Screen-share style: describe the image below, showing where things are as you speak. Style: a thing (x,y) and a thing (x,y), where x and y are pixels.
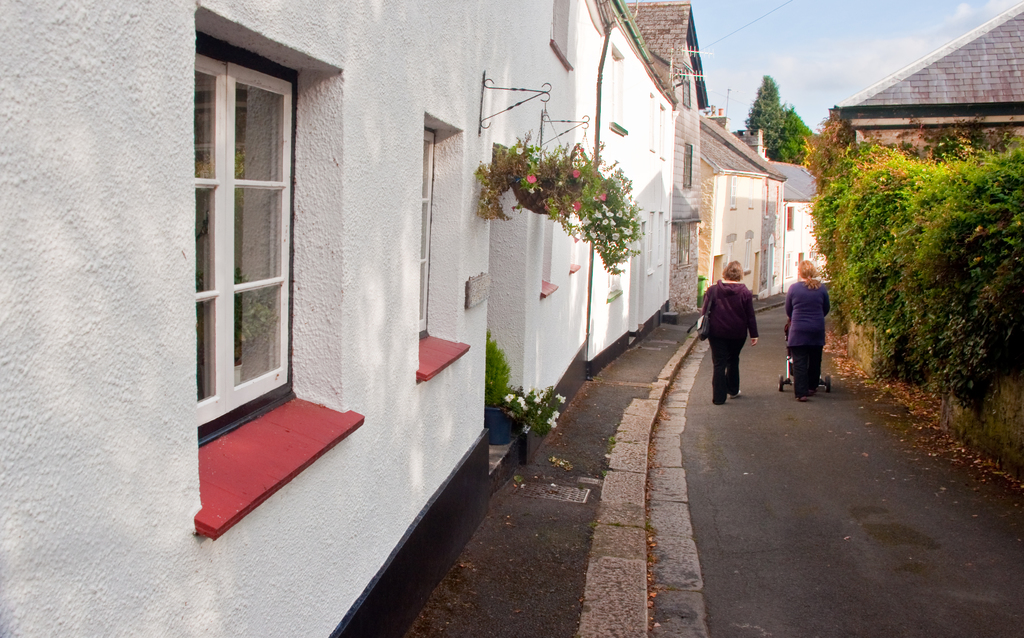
In this image we can see two women (737,328) standing on the ground (773,400). One woman (742,309) is wearing a bag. On the right side of the image (907,180) we can see group of plants (873,253). In the background (985,91), we can see a group of trees (790,120), buildings (494,272), windows (255,273) and sky (727,70).
